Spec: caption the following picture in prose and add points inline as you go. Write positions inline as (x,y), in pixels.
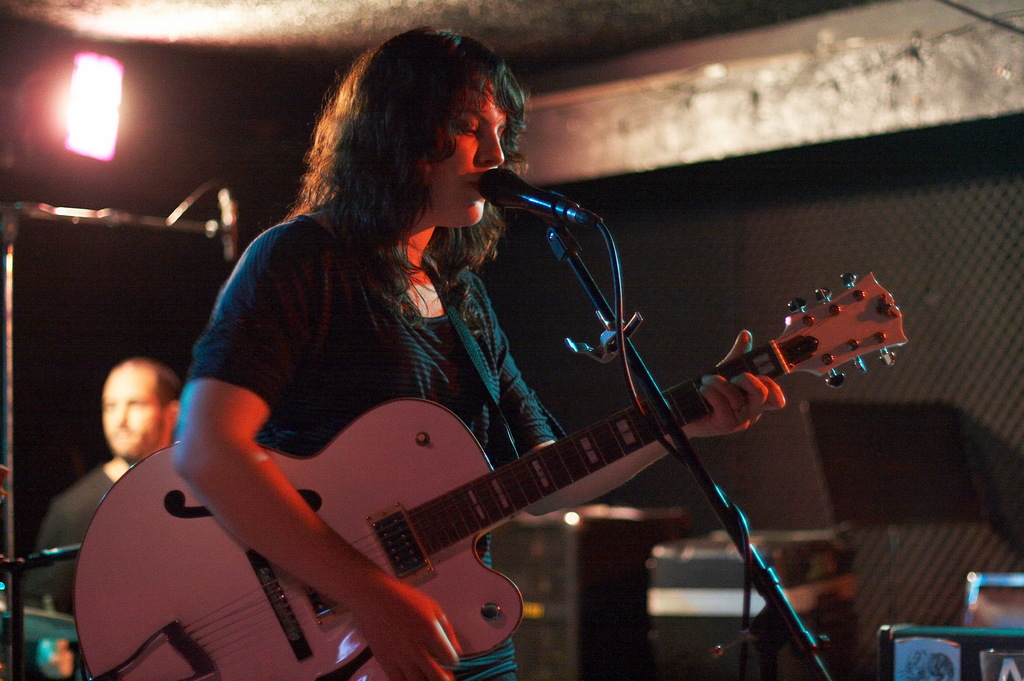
This picture is clicked in a musical concert. In front of the picture, woman (354,359) in green t-shirt (467,388) is holding guitar (822,344) in her hands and she is playing it and she is even singing song on microphone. Beside her, we see two speaker boxes (641,597) and behind her, we see a man (74,515) in black t-shirt (88,492). On background (612,190), we see a black color sheet (884,195) and on the left top of the picture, we see a light (87,125).
